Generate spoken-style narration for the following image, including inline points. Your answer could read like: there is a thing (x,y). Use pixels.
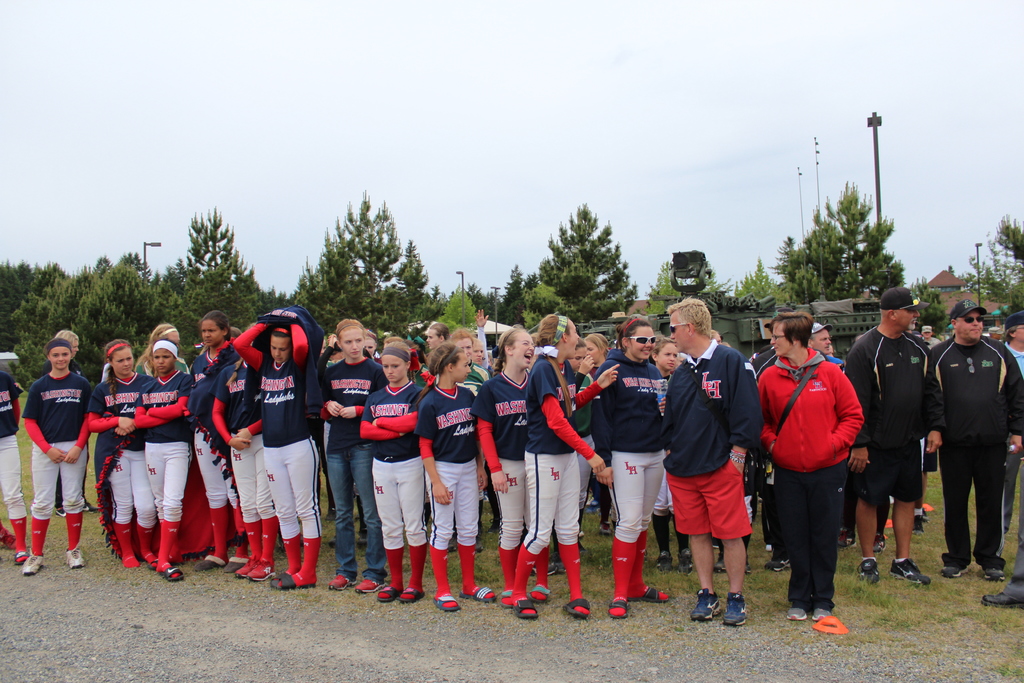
This image is taken outdoors. At the top of the image (279,151) there is the sky (617,155) with clouds (713,153). At the bottom of the image (147,630) there is a ground (511,624) with grass (901,633) on it. In the background (237,306) there are many trees (789,291). There are a few houses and there are a few poles (800,199) with street lights (458,274). In the middle of the image (480,356) many people (372,347) are standing on the ground (909,594).
